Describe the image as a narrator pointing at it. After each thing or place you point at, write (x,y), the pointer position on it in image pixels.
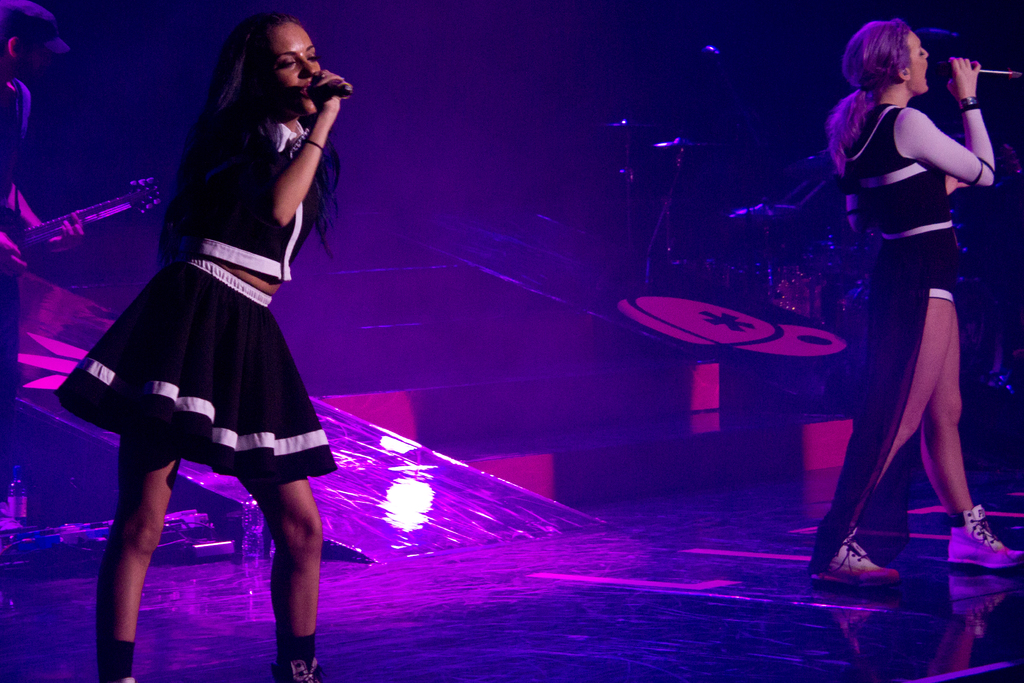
In the picture I can see two women (866,72) standing on the stage (595,312) and they are singing on a microphone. I can see a man (21,4) on the top left side (32,15) and he is playing the guitar (106,209). I can see the snare drum musical arrangement (700,258) on the stage (38,384).
